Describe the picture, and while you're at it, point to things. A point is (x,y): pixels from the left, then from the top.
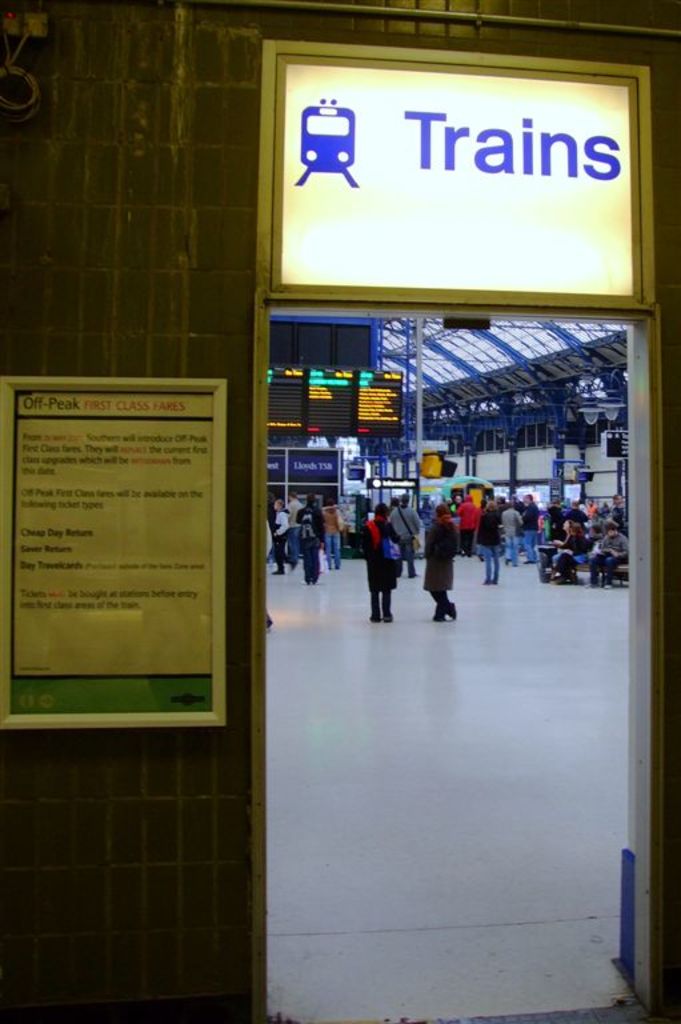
In this image I can see the boards (9,480) to the wall (102,305). In the background (376,558) I can see the group of people (314,570) with different color dresses (311,558) and few people (429,544) with bags (325,568). I can also see many led boards (331,388) and the shed (484,375).
